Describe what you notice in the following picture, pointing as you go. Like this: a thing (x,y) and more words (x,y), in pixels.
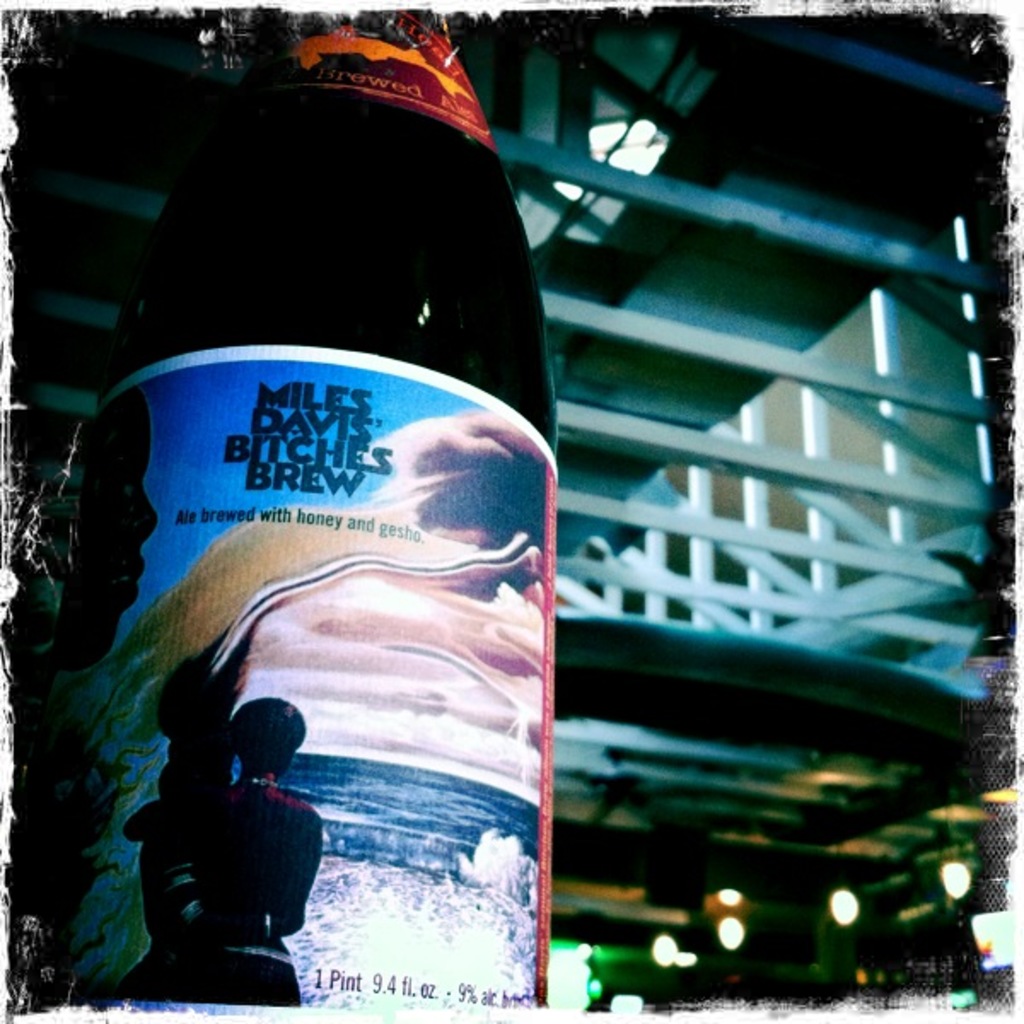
This picture shows a bottle (264,531). And in the background (716,756) there is a building (730,772) and some lights (724,916) here.
